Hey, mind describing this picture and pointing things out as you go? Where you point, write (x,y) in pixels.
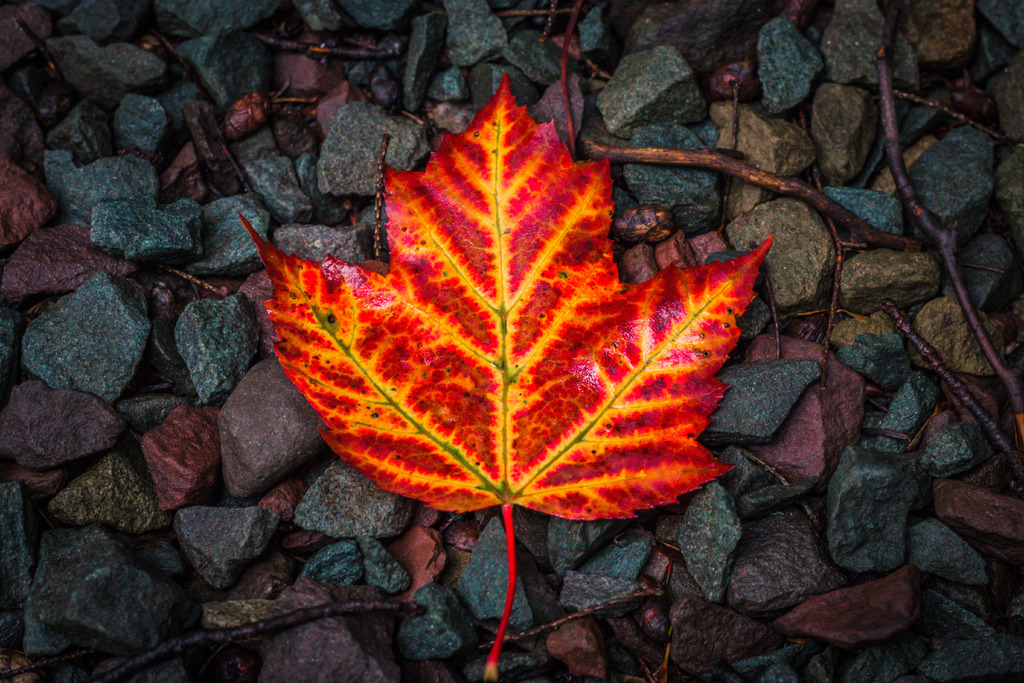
In this image in the center (451,322) there is a leaf (462,285), and in the background (151,203) there are some stones (148,584) and some sticks (891,120).
